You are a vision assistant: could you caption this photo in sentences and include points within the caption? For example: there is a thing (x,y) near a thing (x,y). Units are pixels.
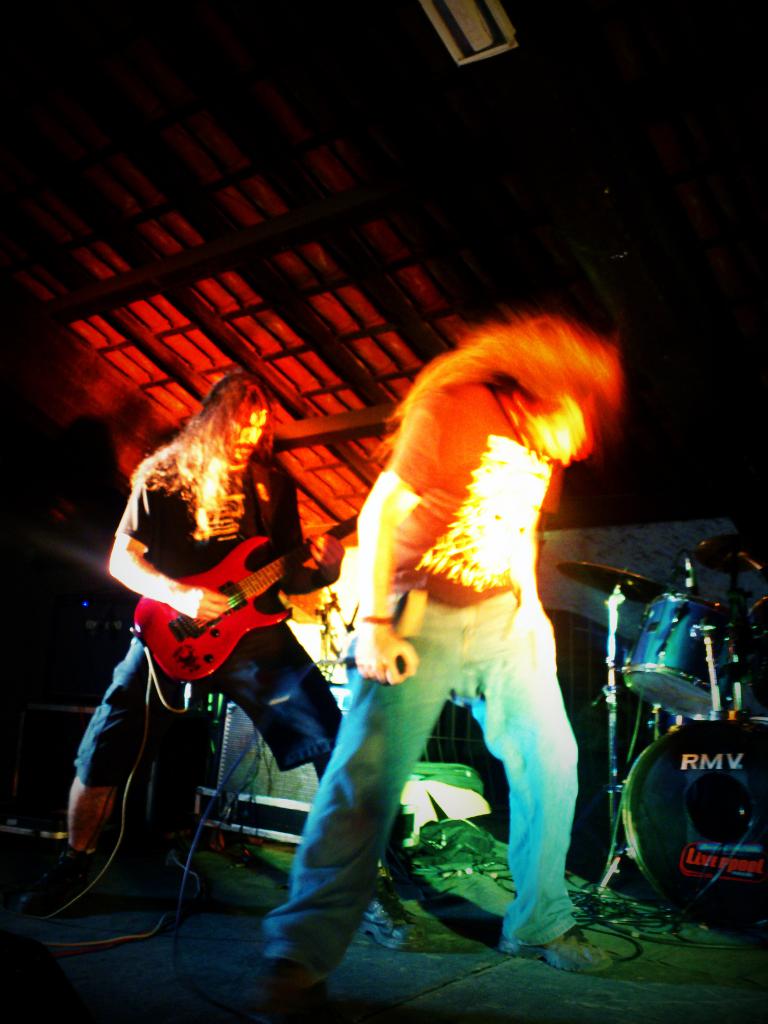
In this image, there are two people (374,520). The one in the front (522,535) is holding a mic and held his head (592,399) downwards. His legs (555,834) are apart. And the other is a Guitarist (217,597). He has a long hair (210,454) which is bit red and looking brownish. And there is slant roof (305,247) above them. There is a drum set (633,598) beside the singer (456,638).
